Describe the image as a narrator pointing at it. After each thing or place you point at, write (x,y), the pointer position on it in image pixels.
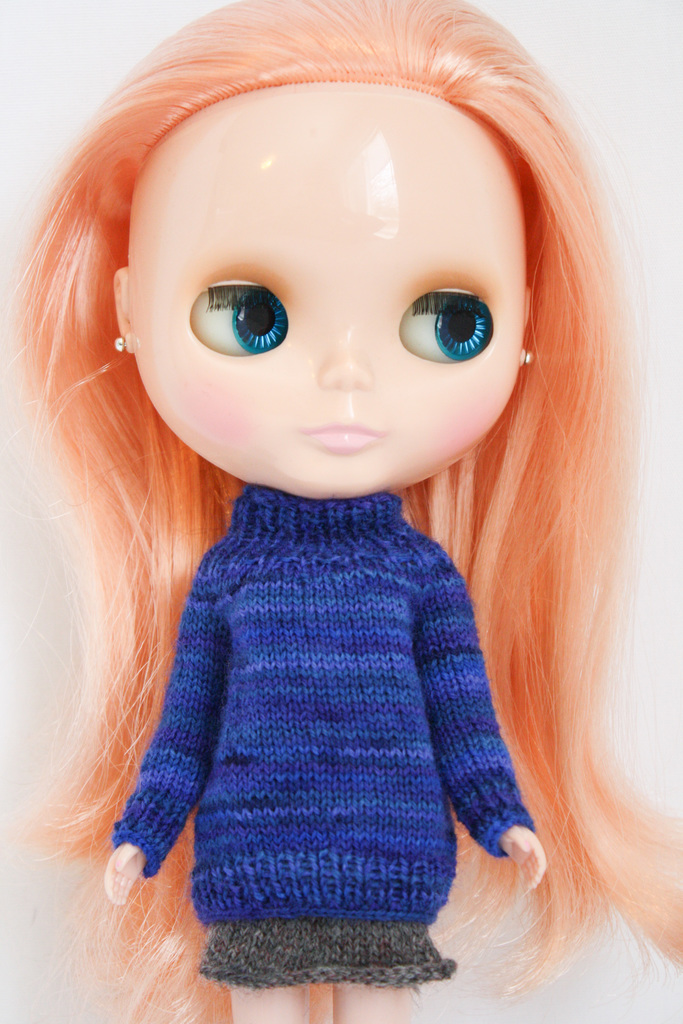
In this image I can see the doll (188,610) with blue and grey color dress (325,753). And there is a white background (39,17).
